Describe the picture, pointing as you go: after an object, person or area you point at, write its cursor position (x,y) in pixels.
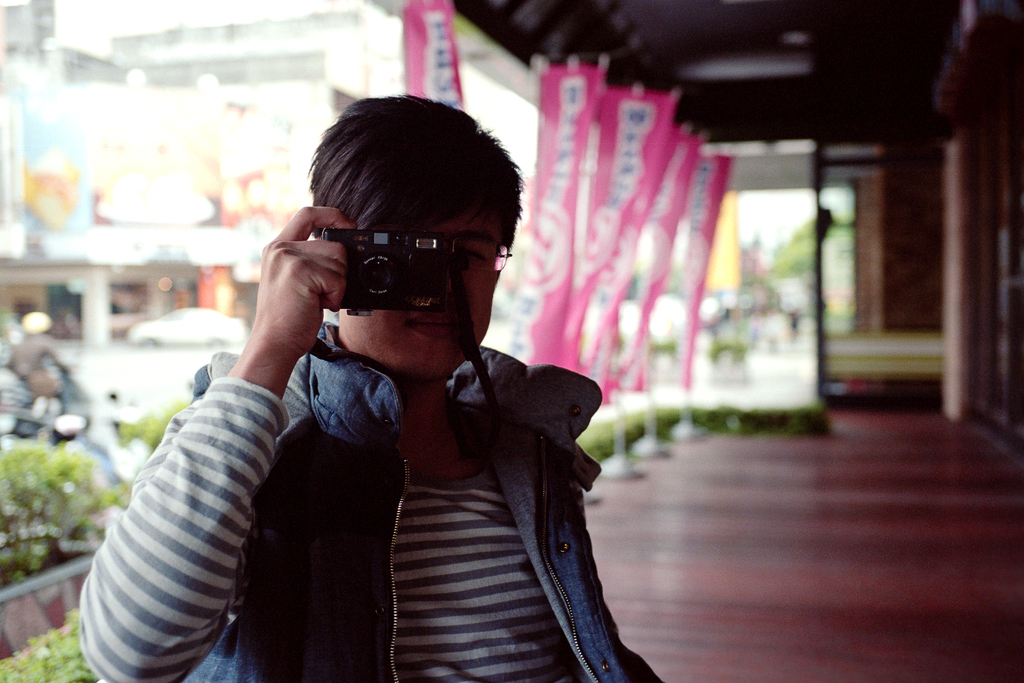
This picture shows a few buildings (381,24) and we see few vehicles (78,398) moving and we see plants (609,424) and a man (156,636) holding a camera (400,283) in his hand (311,286) and taking picture and we see few banners (594,282) hanging.
